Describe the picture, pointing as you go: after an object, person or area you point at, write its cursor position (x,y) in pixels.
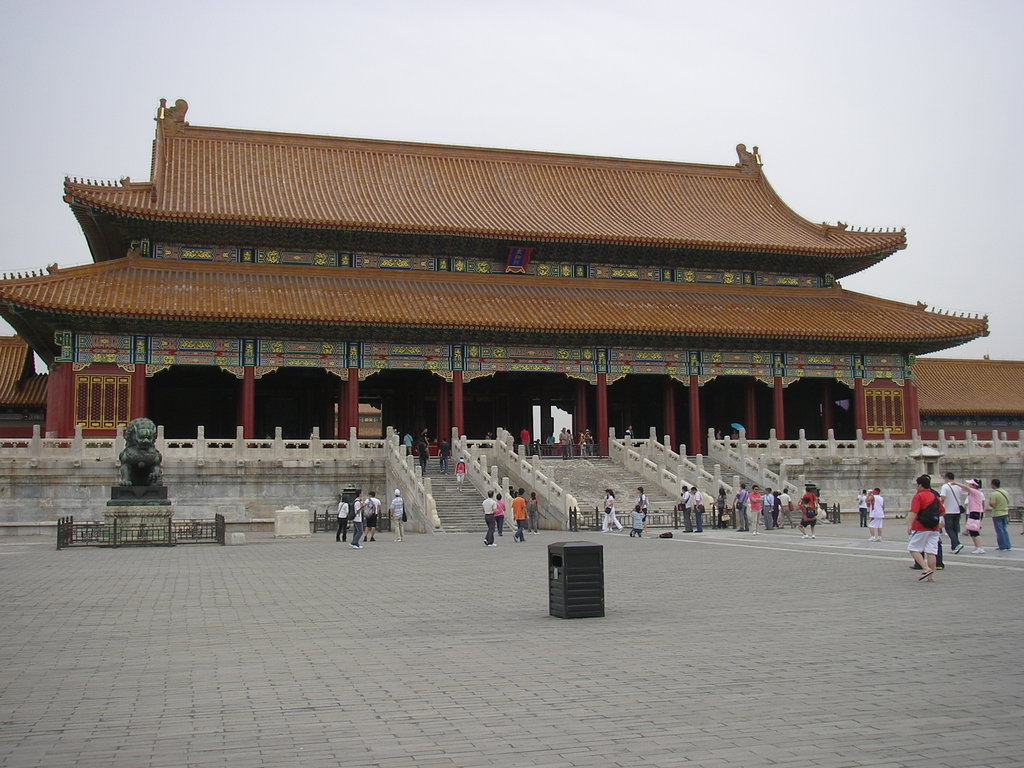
In this image I can see the ground (538,554), the black colored bin (575,577) on the ground (606,592), the railing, the statue (159,506), few stairs (434,475) and few persons (514,516) are standing on the ground (730,537). I can see few pillars (776,401) which are red in color and few buildings (616,345). In the background (819,95) I can see the sky (802,101).
